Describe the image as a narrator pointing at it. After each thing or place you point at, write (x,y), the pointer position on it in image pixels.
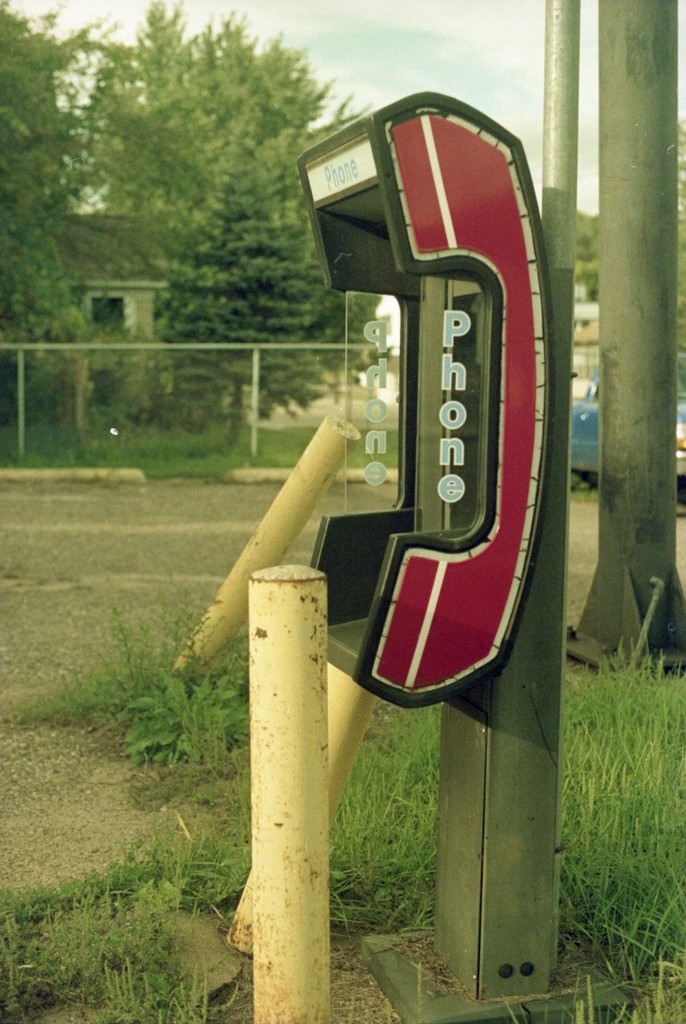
In this picture we can see a phone booth (438,171). Some grass (400,814) is visible on the ground (671,892). We can see some fencing (155,346). There are poles (668,417), trees (43,292) and a house (92,343) in the background (611,253).
